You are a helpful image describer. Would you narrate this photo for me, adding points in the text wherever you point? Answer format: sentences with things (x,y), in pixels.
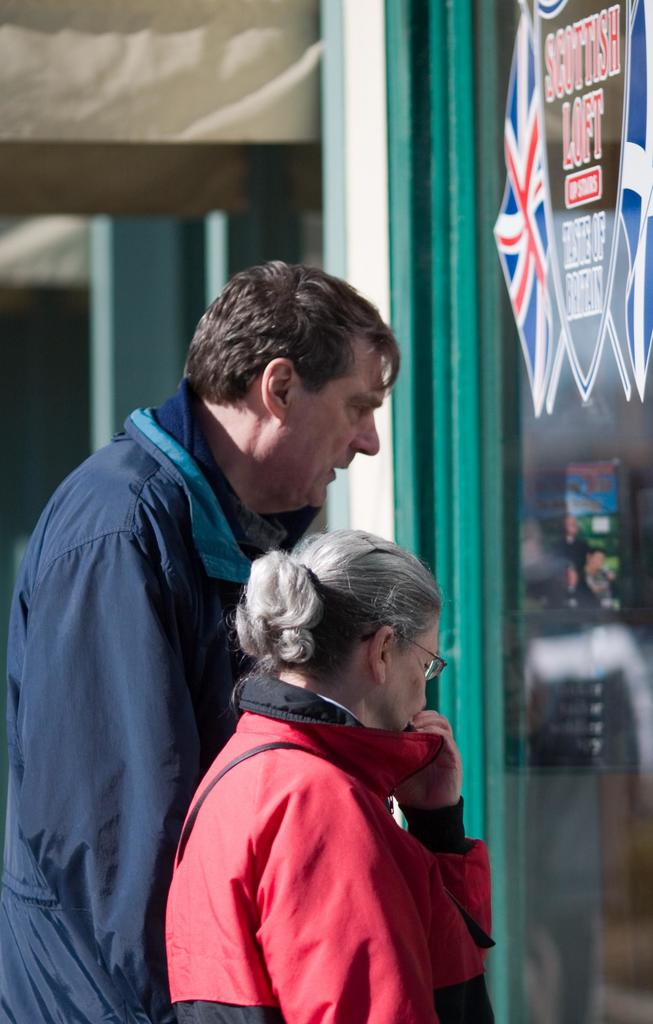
In this image a person (184,672) wearing a blue jacket (157,679) is standing beside a woman (345,878) wearing a red jacket (344,822). She is wearing spectacles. They are before a glass wall (553,752) having a picture (580,247) on it. From the glass wall (615,703) few objects (615,689) are visible.
